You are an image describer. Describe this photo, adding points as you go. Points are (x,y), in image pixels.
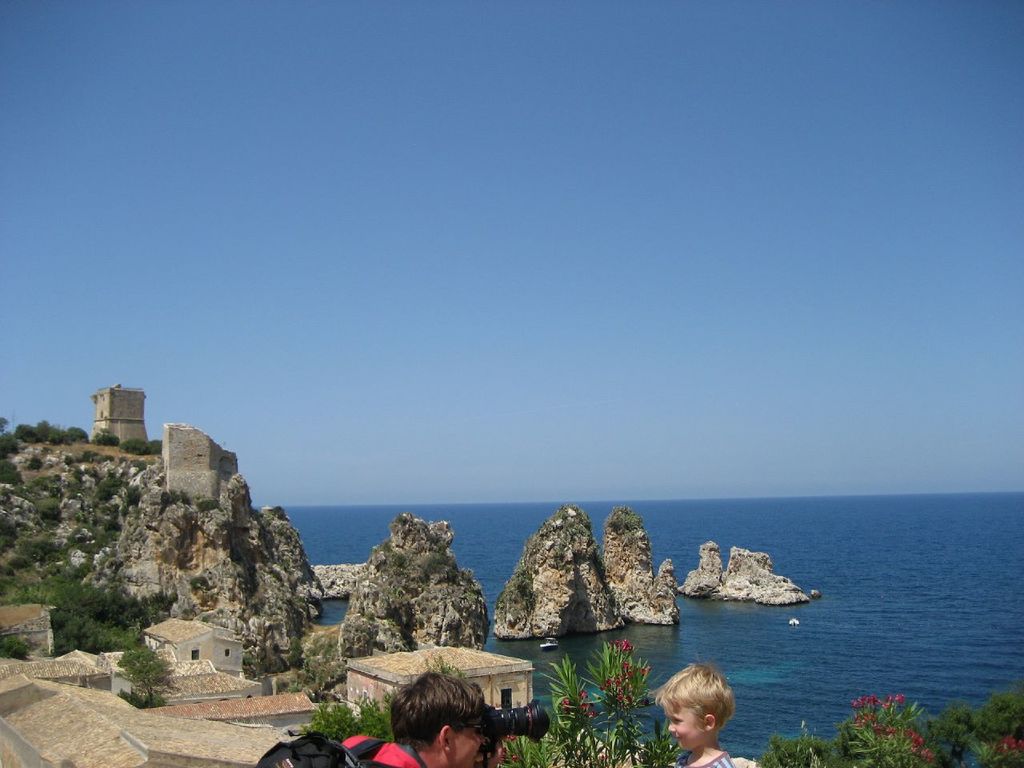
In this picture I can see there is a boy (682,718) at right side (701,760), there is a man (440,697) holding a camera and there are few plants (870,756) at right side (883,739), there are a few buildings (192,754) and an ocean (691,547) at the right side (719,508). The sky (384,274) is clear.
